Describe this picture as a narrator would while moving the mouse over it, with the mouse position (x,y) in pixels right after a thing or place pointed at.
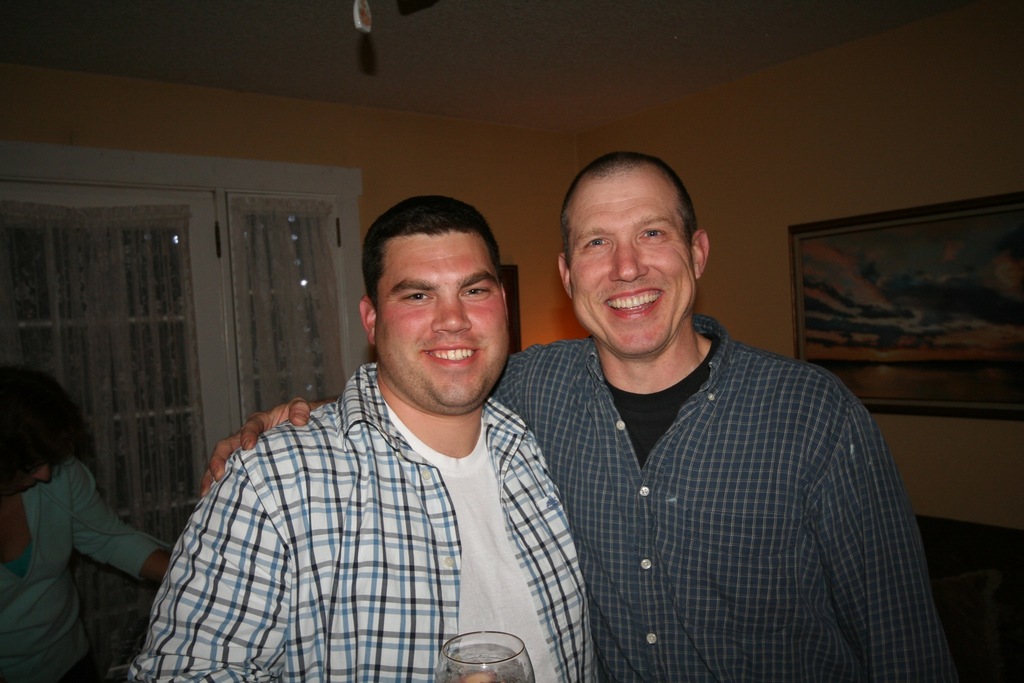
As we can see in the image there is wall (524,262), photo frame (802,235), windows (176,253) and three people (75,609) standing. The man (392,496) standing in the middle (441,382) is holding a glass (448,659). The man (824,560) on the right side (695,490) is wearing blue color shirt (734,547).
